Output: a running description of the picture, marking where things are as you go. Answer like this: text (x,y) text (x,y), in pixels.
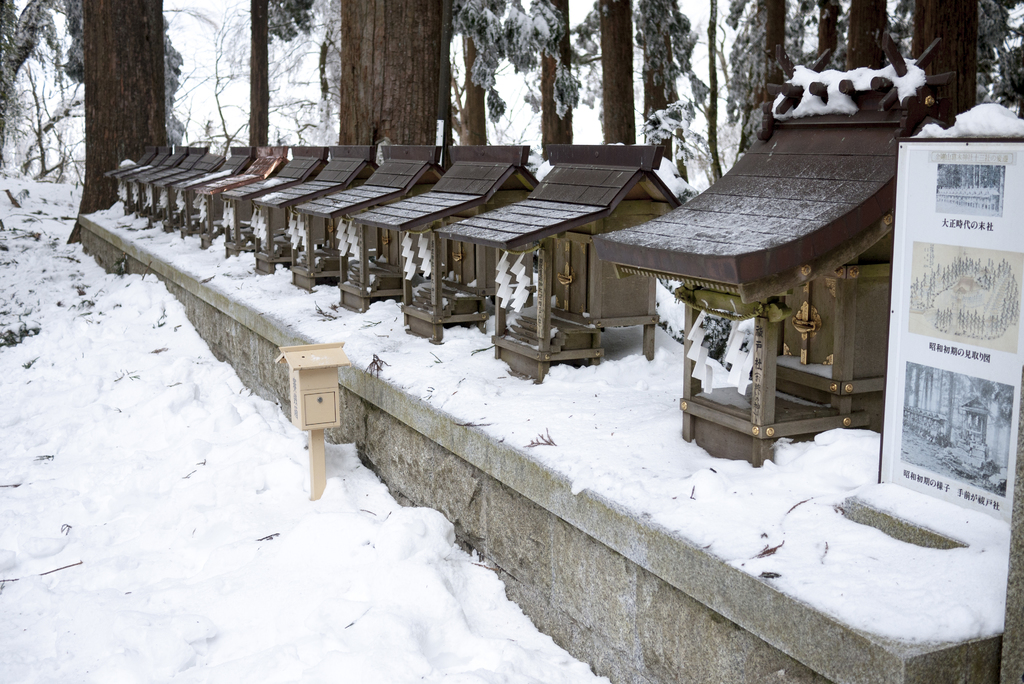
In this image there is a snow floor (196,462) in the bottom of this image (242,482) and there are some wooden objects (407,318) are kept in middle of this image (467,252) and there are some trees (410,59) in the background (451,111). There is one board (917,329) kept on the right side of this image (889,359). there is one object (322,437) kept in the bottom of this image (322,481).
